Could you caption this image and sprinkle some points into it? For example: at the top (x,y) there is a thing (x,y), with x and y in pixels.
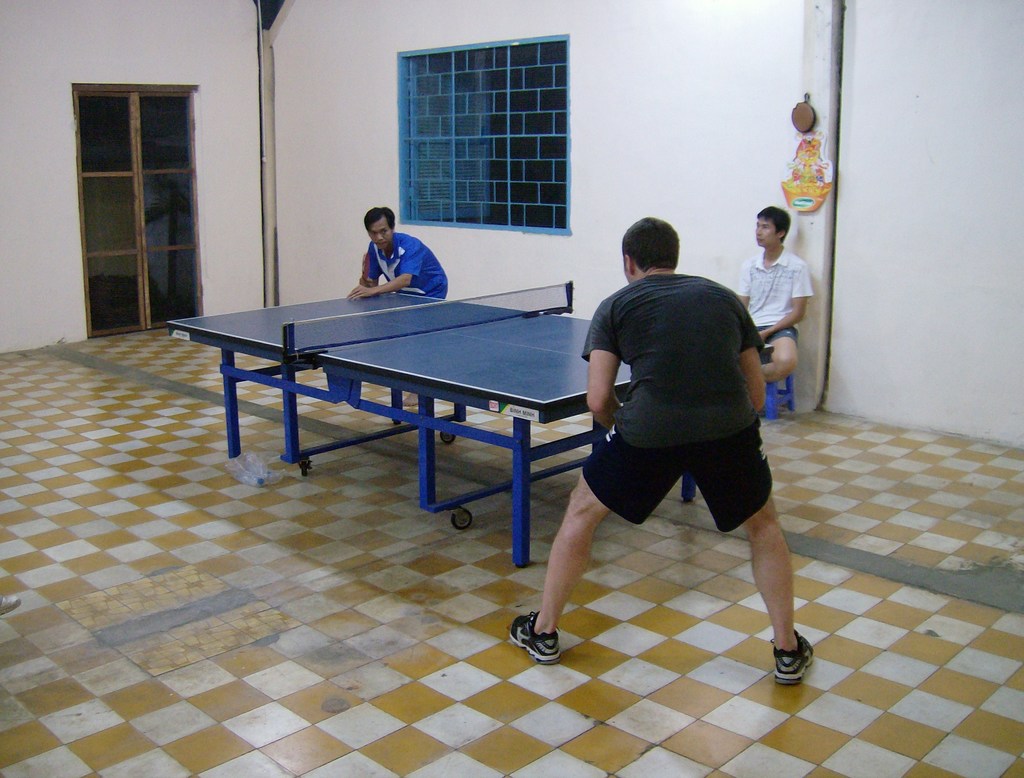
In the center (677,434) we can see two persons (643,339) were standing around the table (384,359) and one person (777,311) sitting on the stool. In the background (659,208) there is a window (523,148), door (117,205), wall (355,155) and paper (805,205).
